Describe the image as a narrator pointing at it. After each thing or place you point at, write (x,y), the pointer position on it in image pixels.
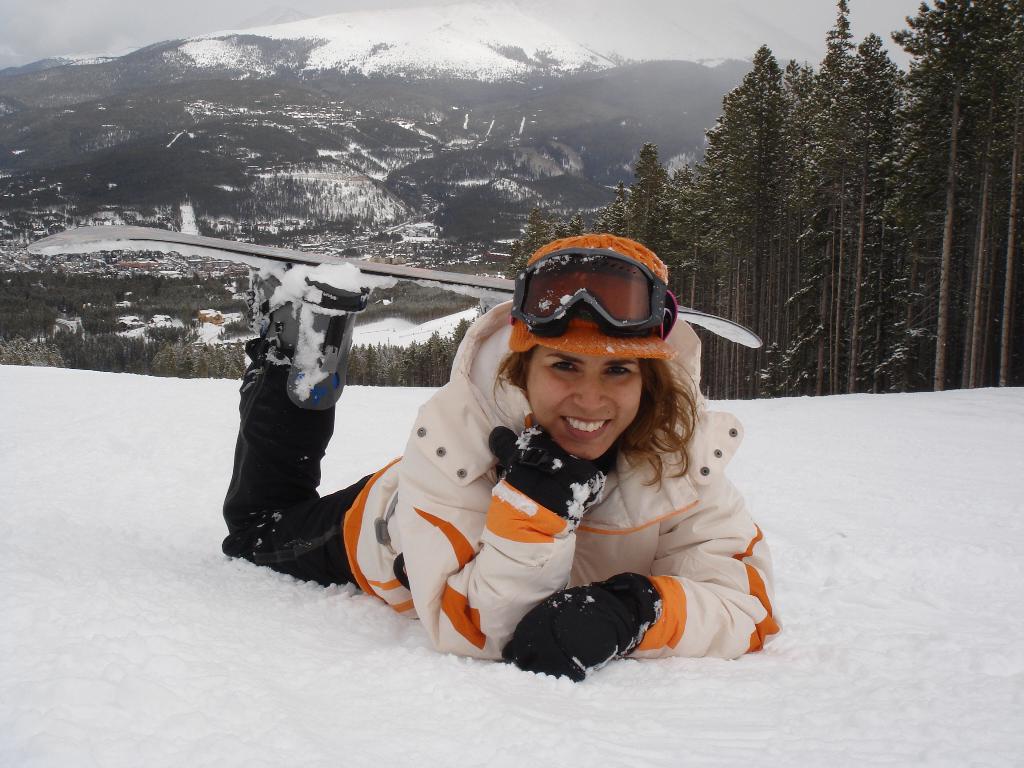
In this picture we can see a woman (555,447) lying on the snow (914,632). She is smiling. On the background (421,140) there is a mountain (436,114). These are the trees (770,140). And there is a sky (691,31).
